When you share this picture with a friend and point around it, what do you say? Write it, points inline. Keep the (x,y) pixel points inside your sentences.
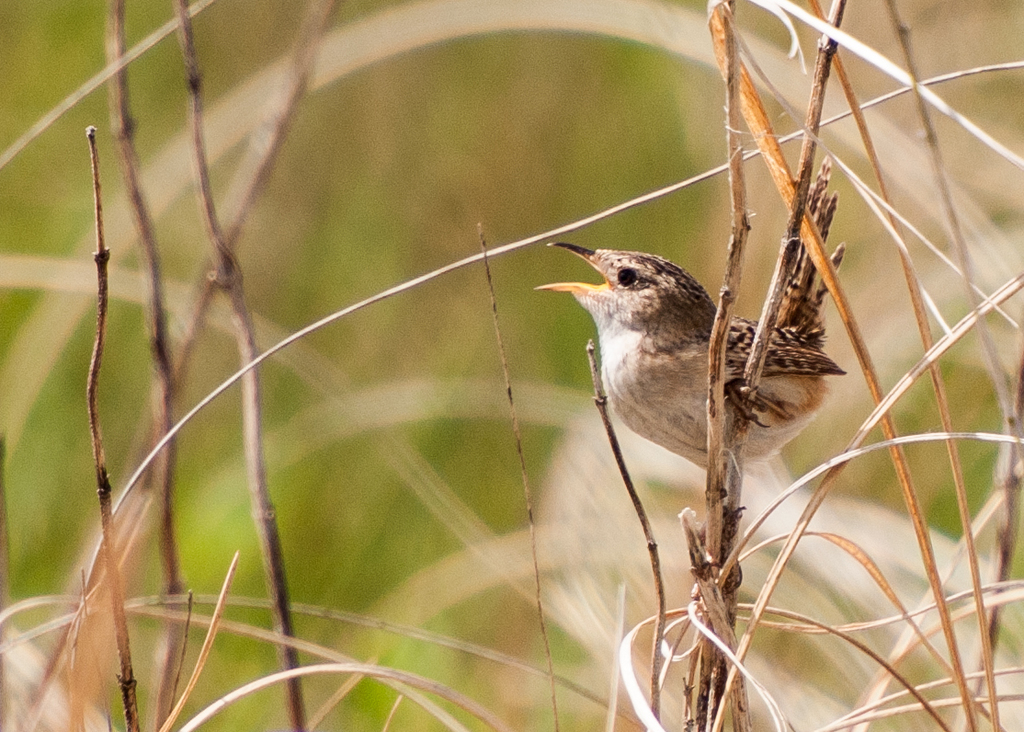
This is a macro photography of a bird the background (462,76) is blurred. I can see some dried stems (916,229) of plants (194,136) in this image.
